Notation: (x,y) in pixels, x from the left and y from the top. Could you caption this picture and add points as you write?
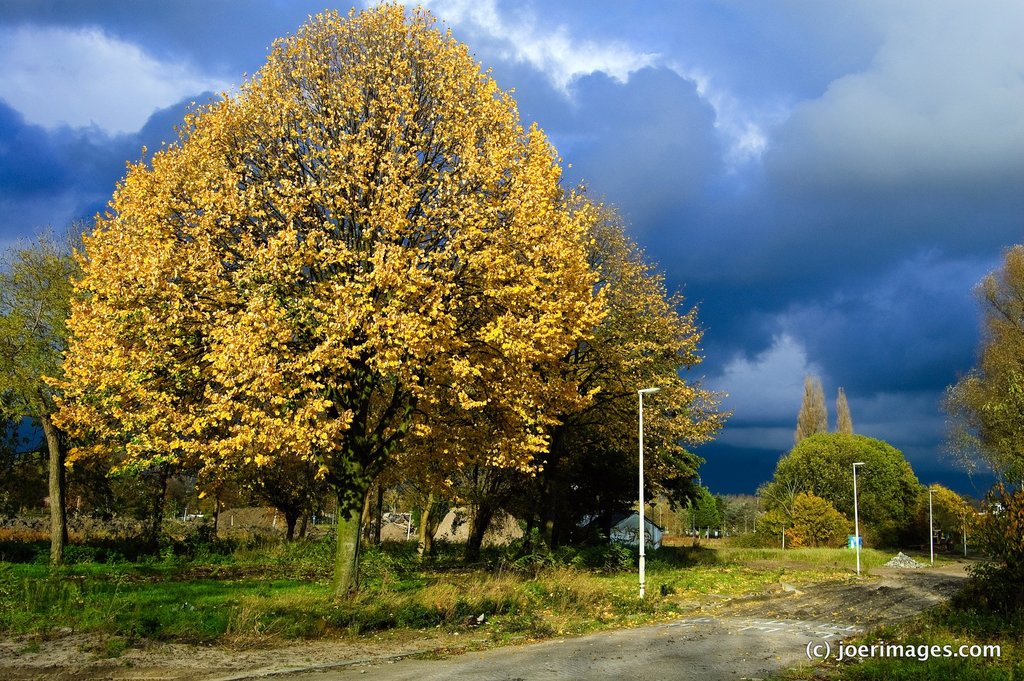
In this image we can see a grassy land (17,534). There are many trees (368,261) in the image. There are few street lights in the image. There is a cloudy sky (791,180) in the image.
